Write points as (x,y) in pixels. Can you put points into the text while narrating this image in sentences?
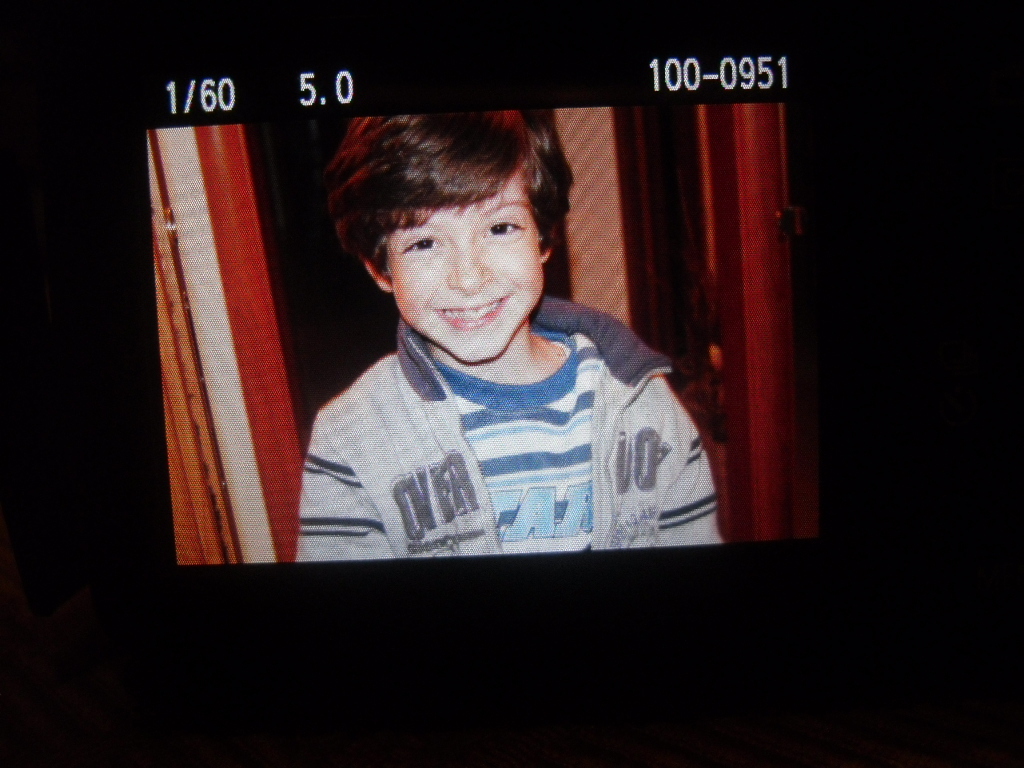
In this image I can see a boy (551,449) is laughing, he wore t-shirt (585,451) and a sweater (626,427). At the top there are numbers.
